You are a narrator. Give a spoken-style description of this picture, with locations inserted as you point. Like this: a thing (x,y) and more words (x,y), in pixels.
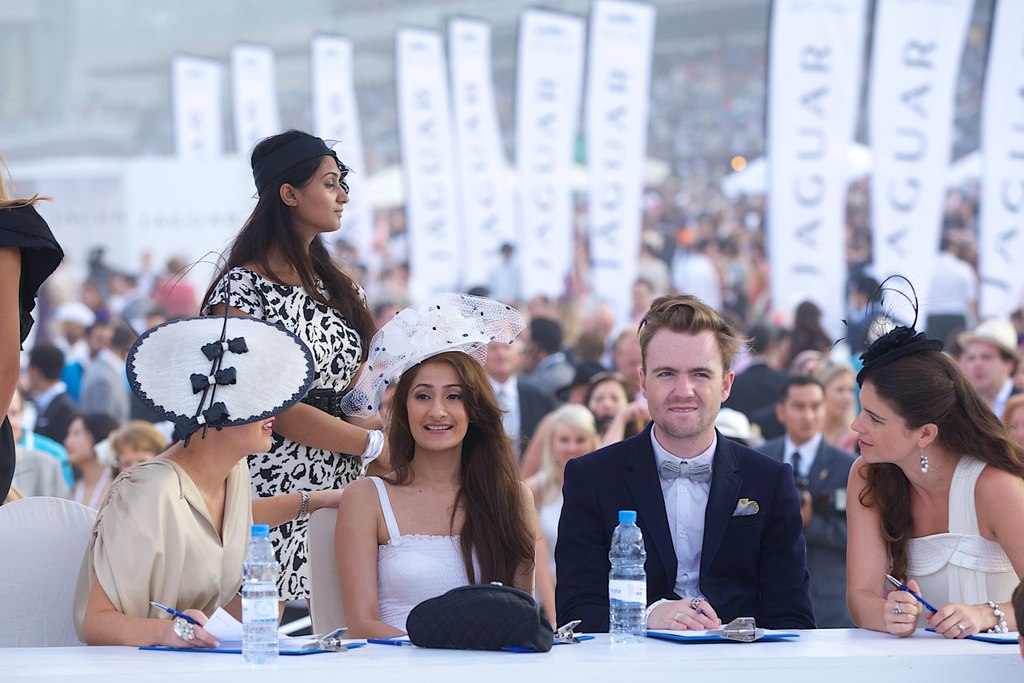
In this picture we can see a few people (189,514) are sitting on the chair (323,627). There are few bottles (260,656), bag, notepads (281,646) and pen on the table (831,642). We can see some people (7,354) are standing on the left side (320,306). We can see a few banners (436,72) in the background (1012,144).
